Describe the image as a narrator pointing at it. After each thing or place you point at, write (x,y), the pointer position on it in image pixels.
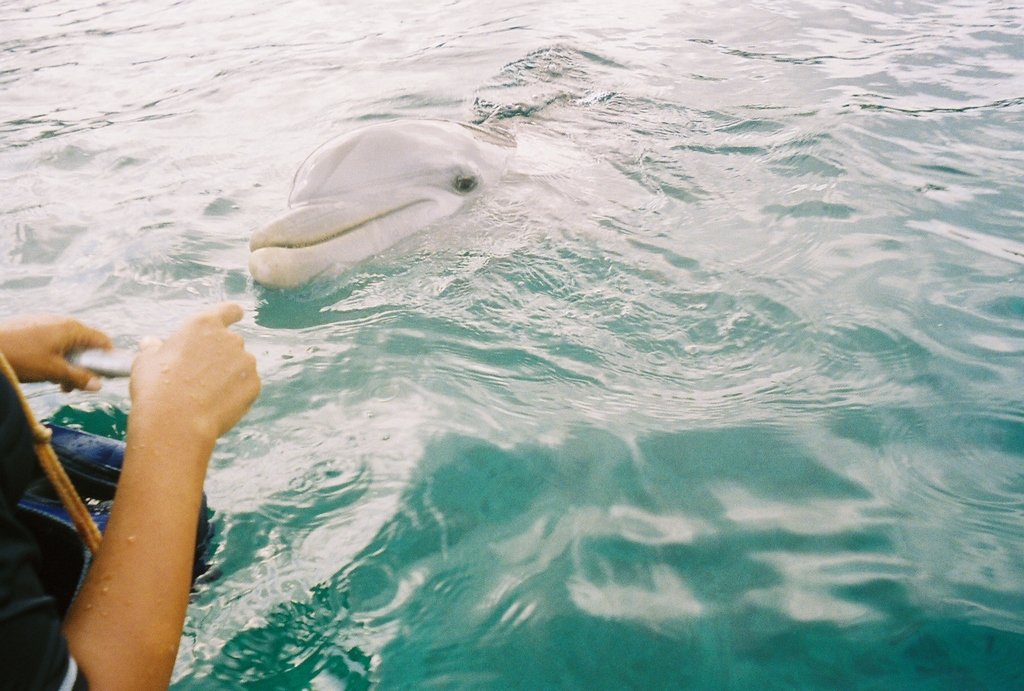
In this image I can see a white color dolphin (454,163) in water (755,346). I can see a person hand (188,496).
